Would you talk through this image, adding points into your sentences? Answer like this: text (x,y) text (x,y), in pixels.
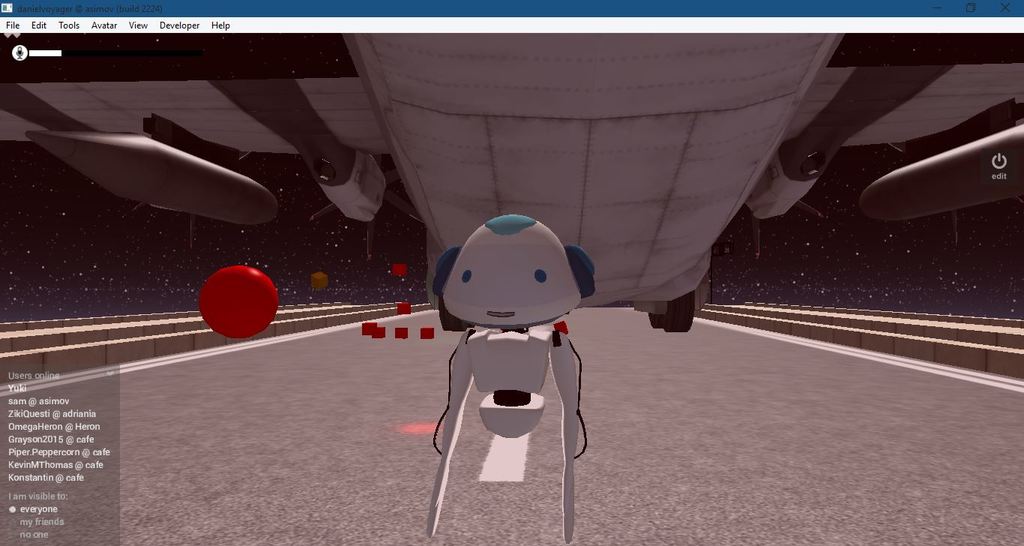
This is the image of a computer screen (339,62), in the middle (561,302) there is a anime robot (517,290) on the road (379,513) with a plane (385,141) above it, on the left side (36,512) there is some text (94,430).
